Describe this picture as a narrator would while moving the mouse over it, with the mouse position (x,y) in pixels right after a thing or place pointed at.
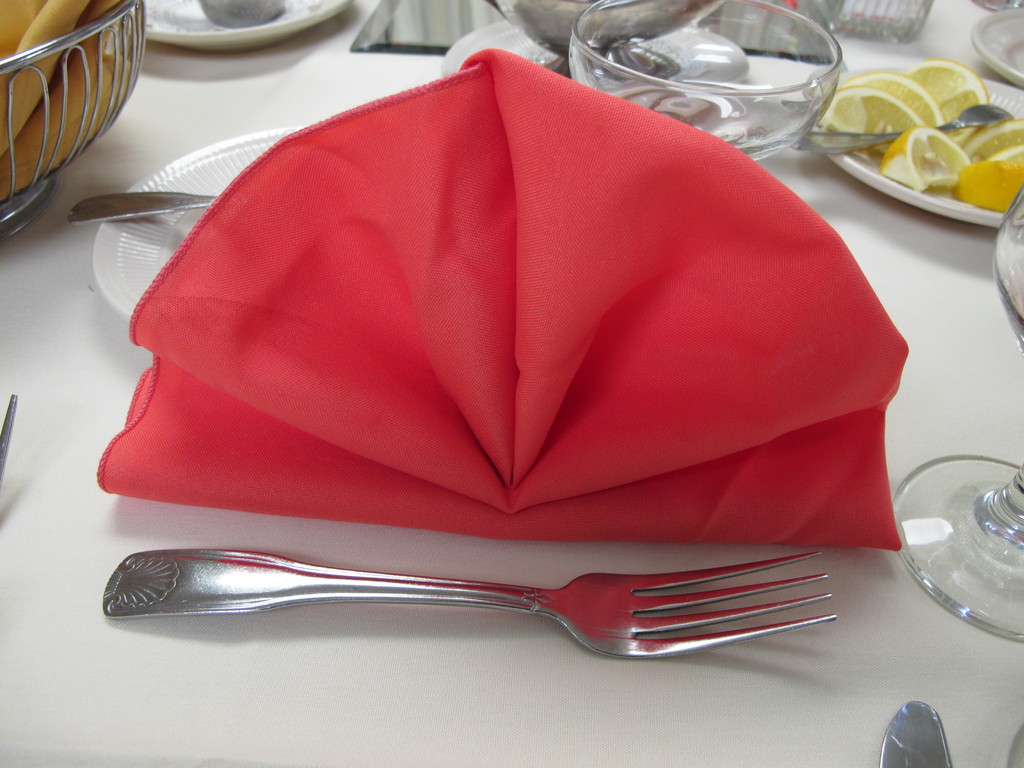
In this image we can see a white surface (282,642). On that there is a fork (527,584), napkin (394,397), plate (158,245), bowl (804,117), another plate (861,161) with lemon pieces (954,151) and spoon (979,120). Also there are few other items (134,59).
